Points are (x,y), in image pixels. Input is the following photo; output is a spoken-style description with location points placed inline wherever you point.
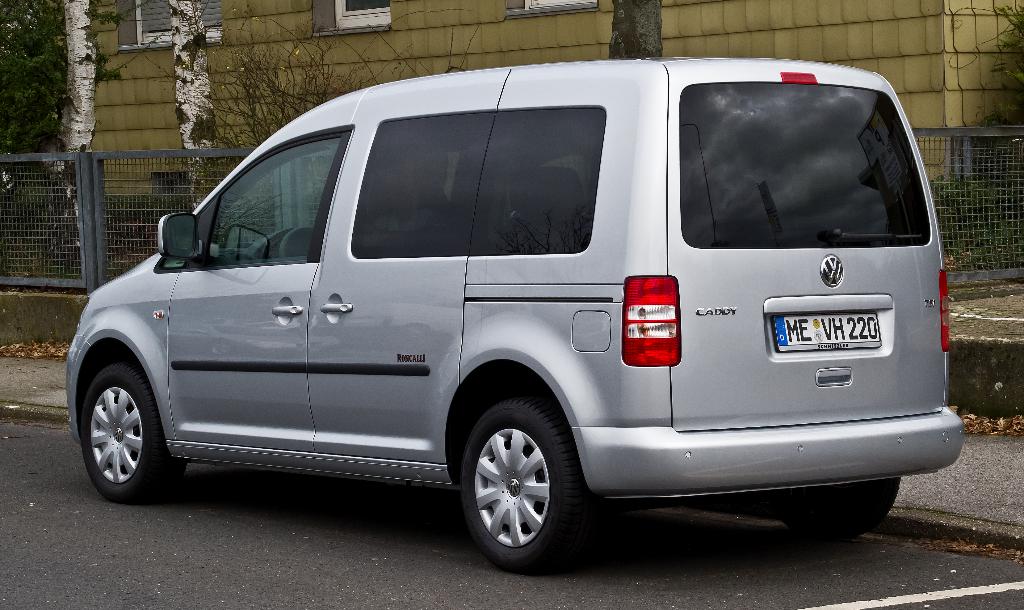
In the image we can see a vehicle (282,412) on the road (233,555). This is a road (307,570), white line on the road (892,576), footpath (950,487), dry leaves (57,347), fence (67,285), tree trunk (186,93), building (257,55) and windows (159,19).
